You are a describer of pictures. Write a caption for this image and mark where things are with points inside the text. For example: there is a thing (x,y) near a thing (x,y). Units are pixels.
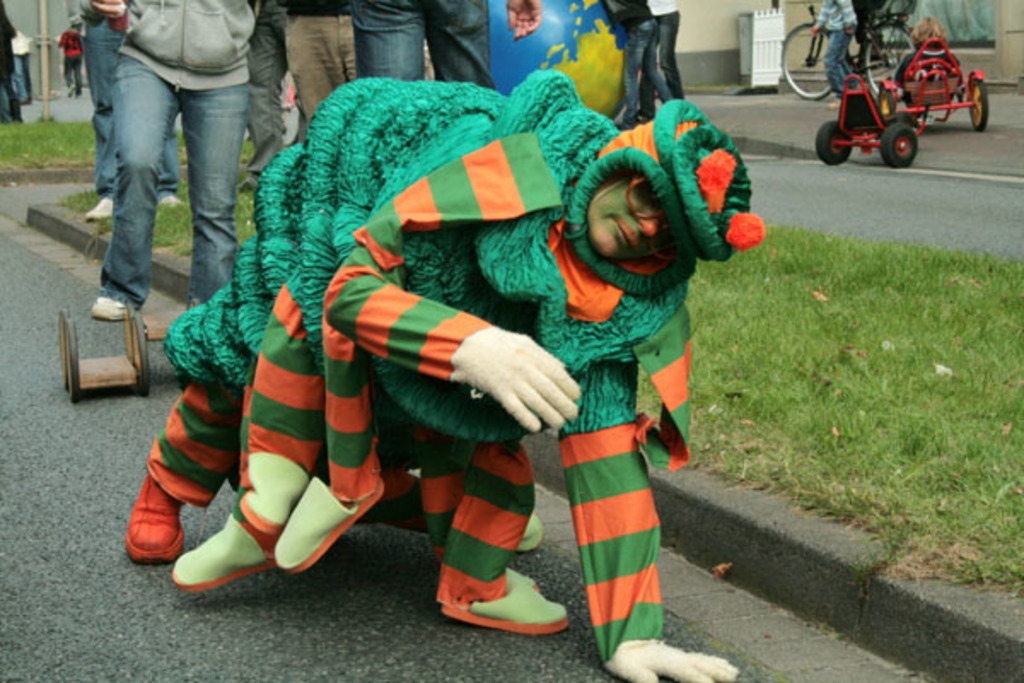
In front of the picture, we see a man (349,307) is wearing some costume (414,355) which is in green and orange color. Beside him, we see the grass (749,456). Behind him, we see people (328,86) are standing on the road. Behind them, we see a blue color globe (568,47) or inflatable balloon (603,50). In the right top (794,33), we see a vehicle (936,102) and a bicycle (861,57). Beside that, we see a white box (761,42) and a wall (735,42). In the left top (66,32), we see a pole (48,100) and people (81,38) walking on the road (76,96). At the bottom (138,622), we see the road (174,629).
